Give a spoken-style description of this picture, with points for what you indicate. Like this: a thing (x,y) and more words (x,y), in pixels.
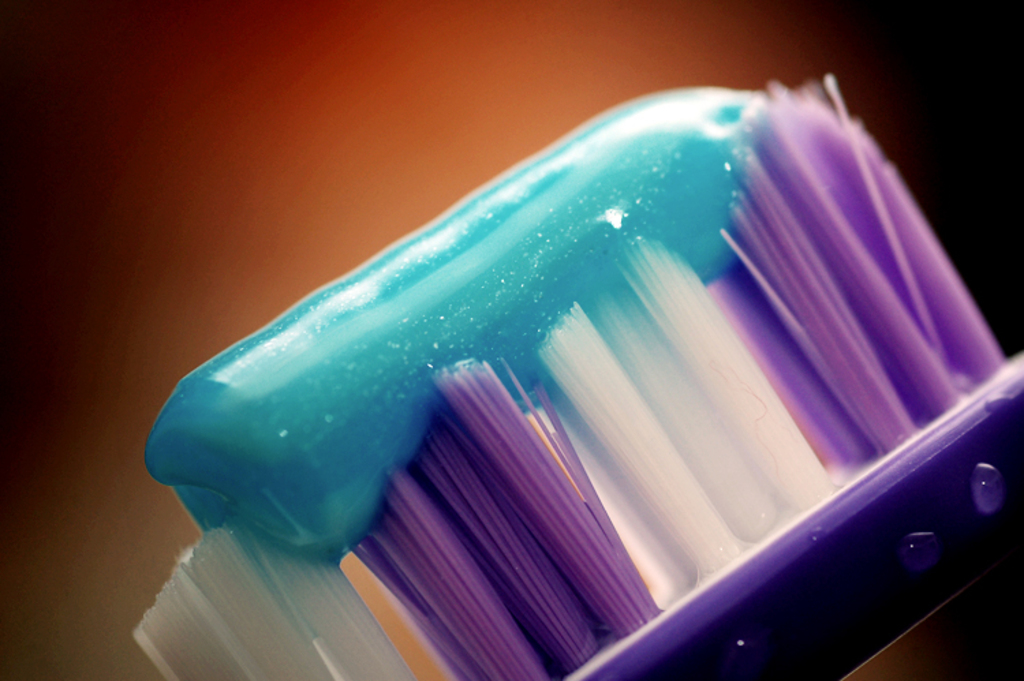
In this image I can see the blue color paste (423,406) to the brush (606,495). The brush (633,528) is in white and purple color. And there is a brown color background (349,89).
